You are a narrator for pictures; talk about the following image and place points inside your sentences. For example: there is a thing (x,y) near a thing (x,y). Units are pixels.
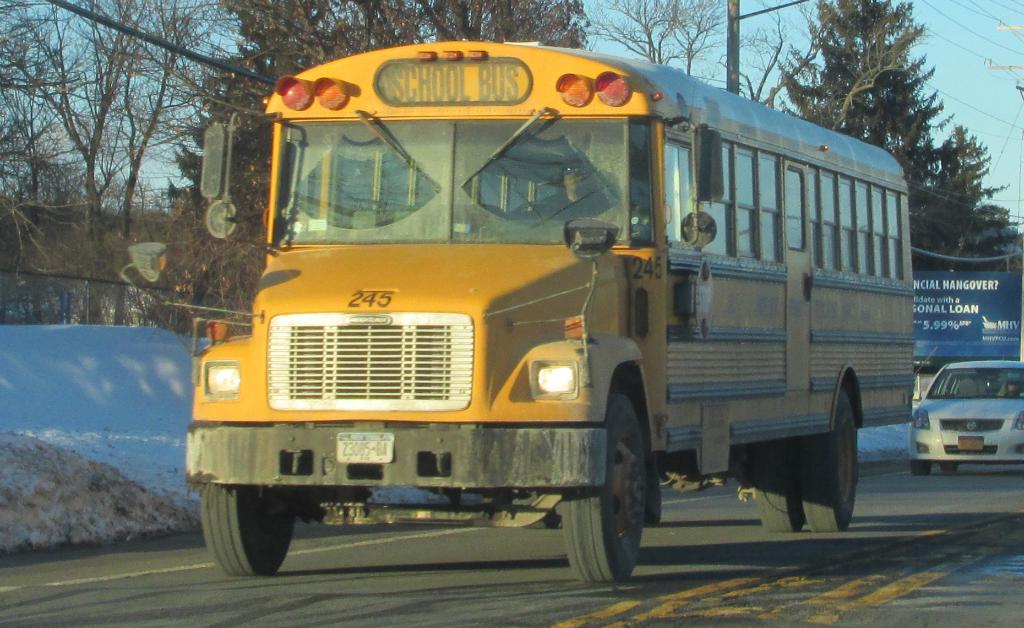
In this image there are vehicles (293,343) on the road (792,547). On the left side of the image (150,376) there is snow (154,426) on the surface (138,450). In the background of the image (909,188) there are trees (854,127). There is a board (980,308). There are current poles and sky (975,64).
